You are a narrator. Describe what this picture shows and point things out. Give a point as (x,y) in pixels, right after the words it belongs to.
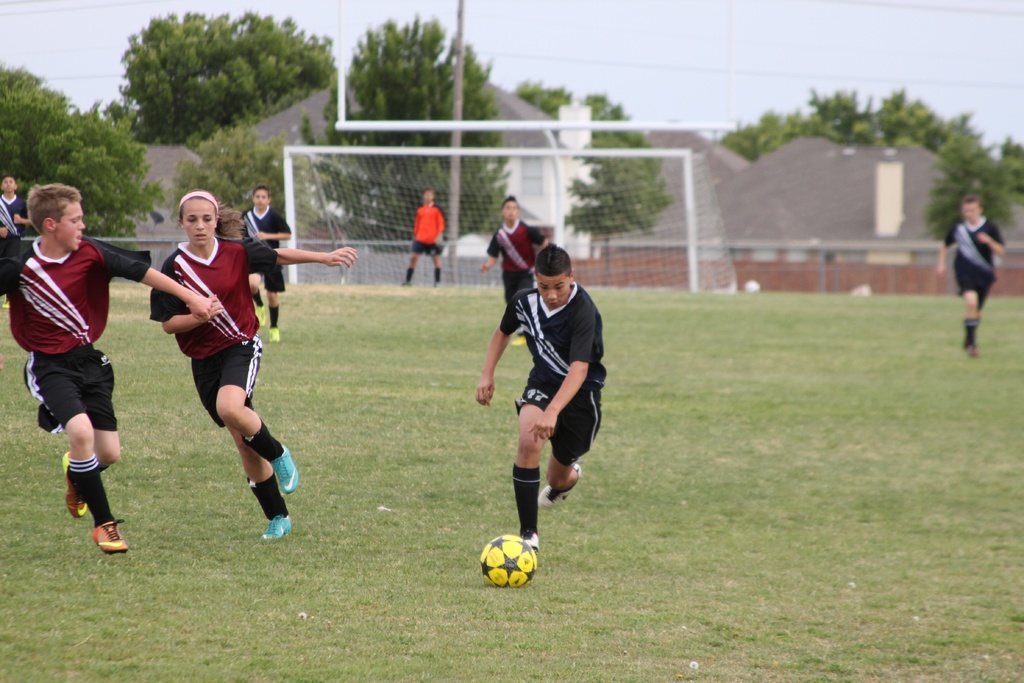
In the image we can see there are people (590,440) who are standing on the ground (500,423) and they are playing with a ball (513,548) and at the back (423,208) people (424,227) are standing near the net (532,188) and at the back (635,175) there are lot of trees (666,203).
